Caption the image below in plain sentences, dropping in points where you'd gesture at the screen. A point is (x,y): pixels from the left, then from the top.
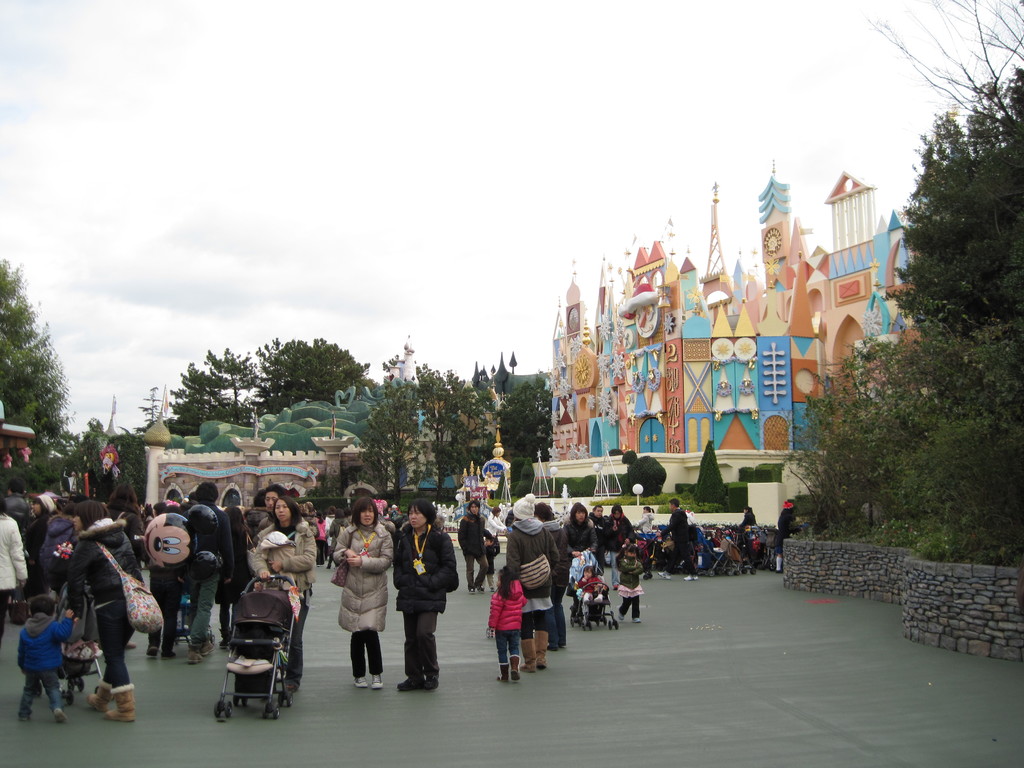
In this image we can see a group of people (517,558) standing on the ground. One woman (290,549) is wearing coat (291,576) and holding a baby carrier (274,646) with her hand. In the background (804,506), we can see a group of buildings (630,414), trees (1008,501) and the sky (367,267).
